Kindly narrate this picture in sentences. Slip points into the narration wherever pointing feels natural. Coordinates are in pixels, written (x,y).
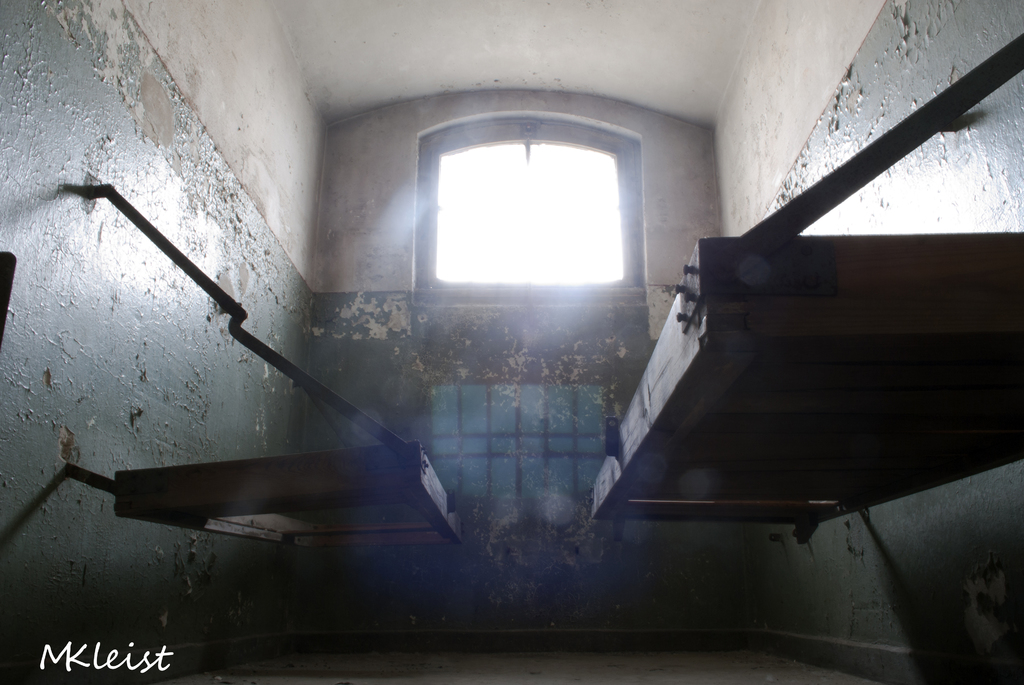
In this picture we can see the floor (506,663), window (460,248), walls (176,174), some objects (849,248) and at the bottom left corner of this picture (162,656) we can see some text (105,669).
